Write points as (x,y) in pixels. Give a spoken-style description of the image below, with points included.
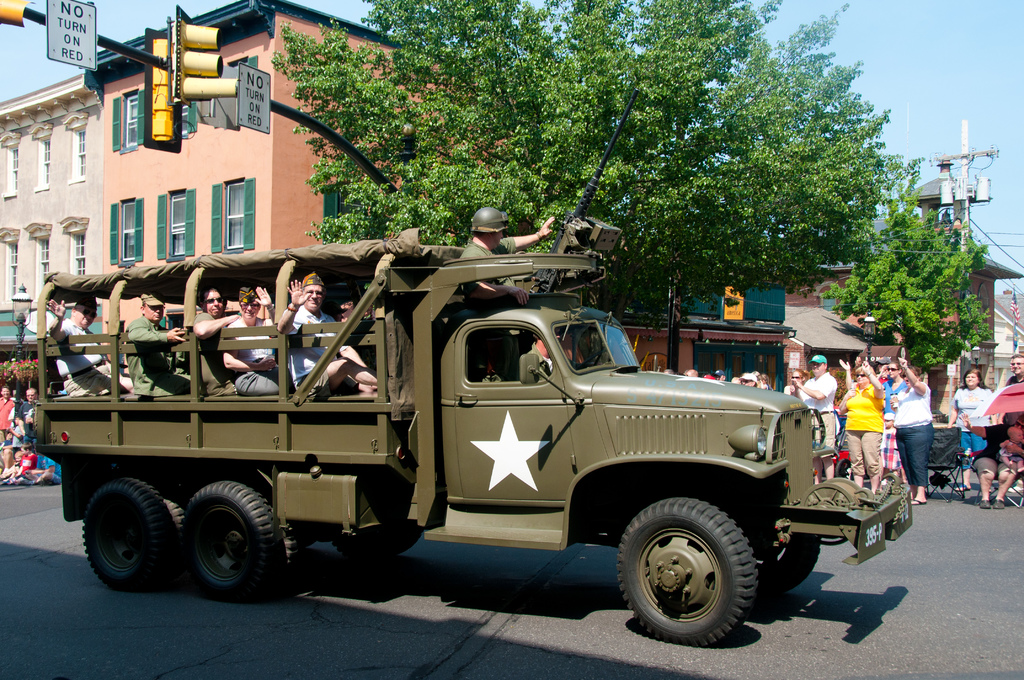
In this picture we can observe a vehicle (486,374). There are some members (312,360) sitting in this vehicle (206,349). There is a gun (581,225) on the top of this vehicle (567,265). We can observe a road (430,592). There are some people (856,395) standing and watching this vehicle (532,412). We can observe traffic signals (163,72) fixed to this pole (381,174) on the left side (201,79). There are some trees (537,156) and buildings (949,227) here. In the background (933,62) there is a sky (917,61).
